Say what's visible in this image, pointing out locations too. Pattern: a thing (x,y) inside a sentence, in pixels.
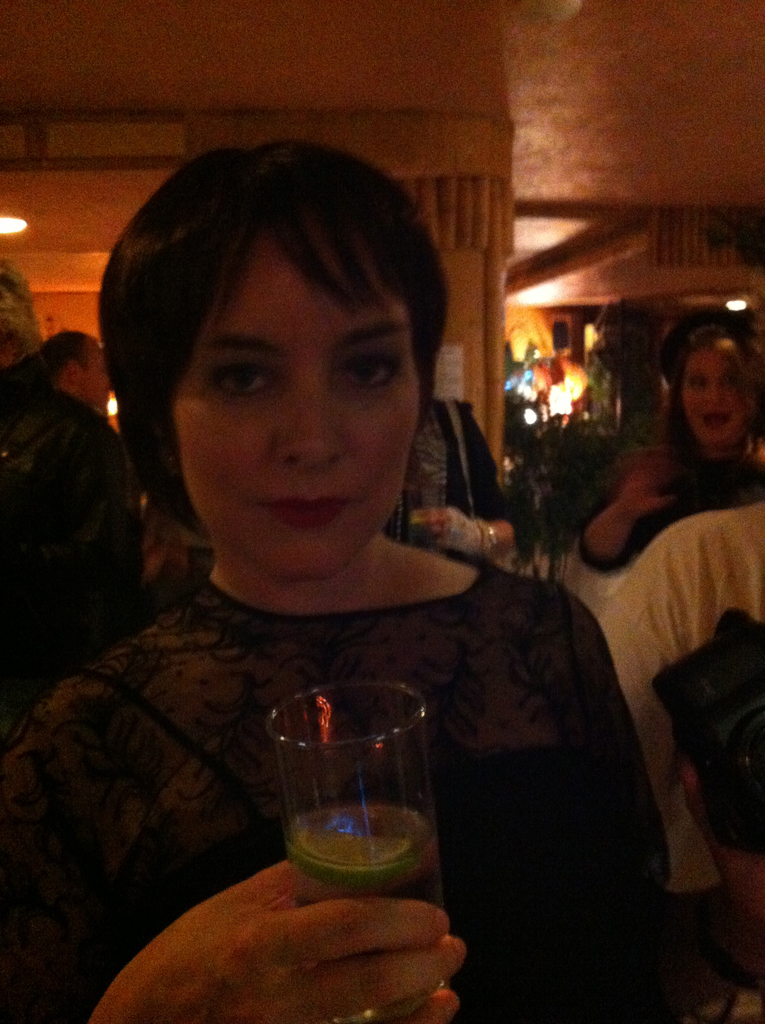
In this image i can see a woman (261,651) standing wearing a black dress (529,842) and holding a glass (279,727) in her hand (261,960). In the background (192,545) i can see few other people (719,599), few lights (575,395) and the ceiling (619,189).
